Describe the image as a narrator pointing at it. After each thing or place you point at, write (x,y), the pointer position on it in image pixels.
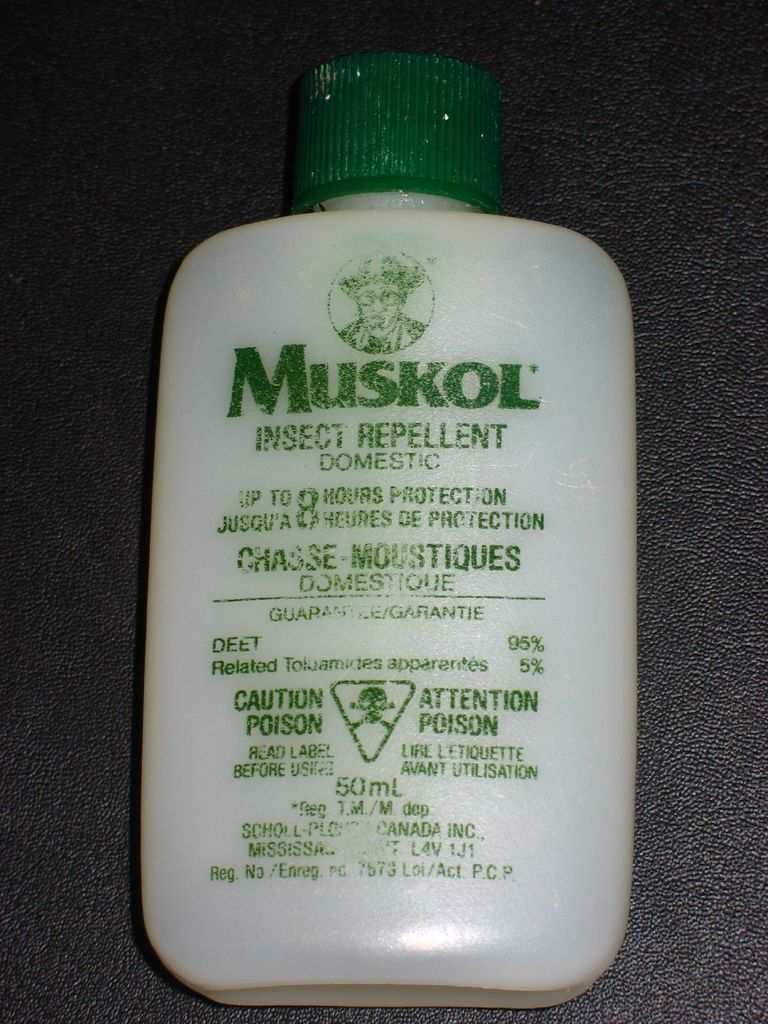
In this image I can see a plastic bottle (360,652) with the name of Muskol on it.
